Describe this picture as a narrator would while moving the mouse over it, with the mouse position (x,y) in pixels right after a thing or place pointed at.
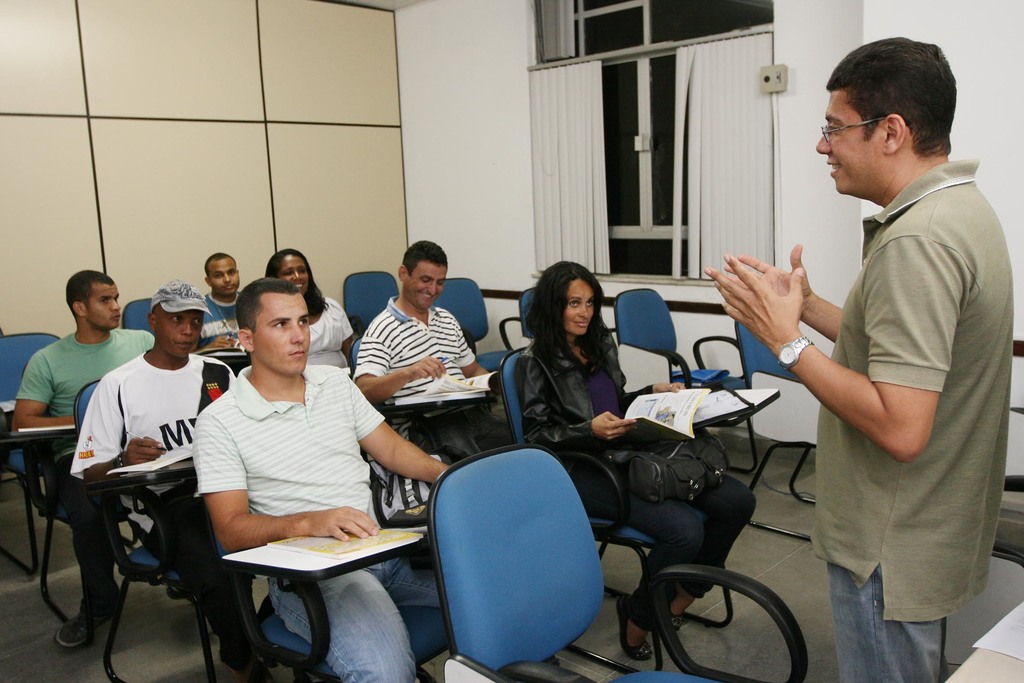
This picture is of inside. On the right (930,209) there is a man (921,425) standing and seems to be talking. On the left (114,348) there are group of persons (404,344) sitting on the chairs (464,493). In the background (452,50) we can see a wall (467,101), window (668,149), curtain (590,119).
